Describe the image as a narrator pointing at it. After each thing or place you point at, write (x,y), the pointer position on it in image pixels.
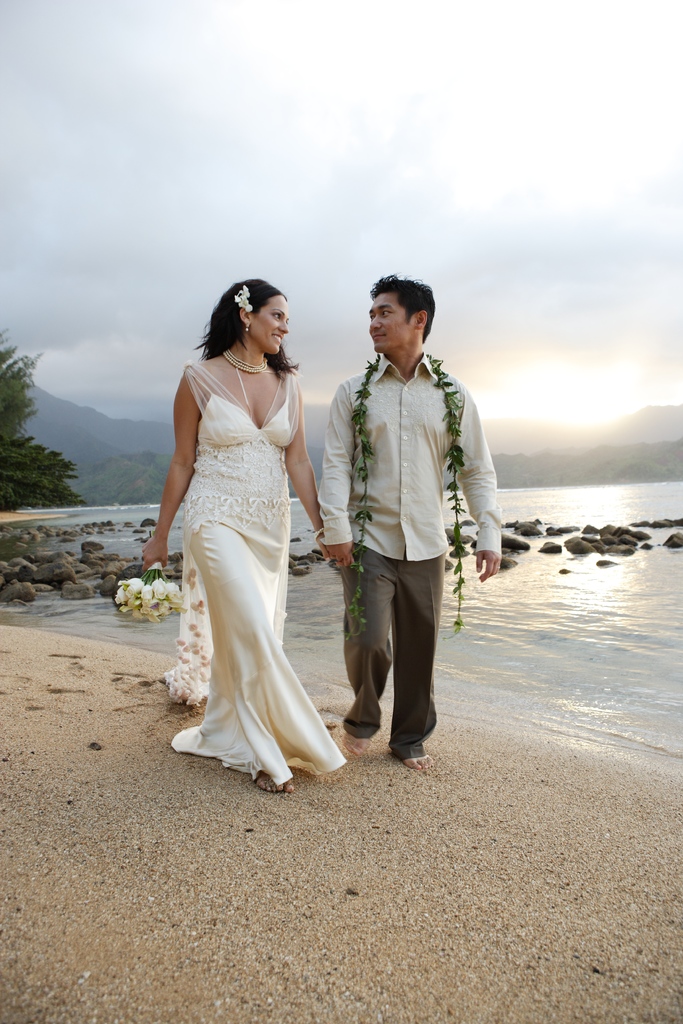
In the picture I can see a couple (395,469) walking on sand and holding a hand (323,545) of each other and there is water (675,555) and few rocks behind them and there are trees (67,489) and mountains (606,466) in the background (606,466).
